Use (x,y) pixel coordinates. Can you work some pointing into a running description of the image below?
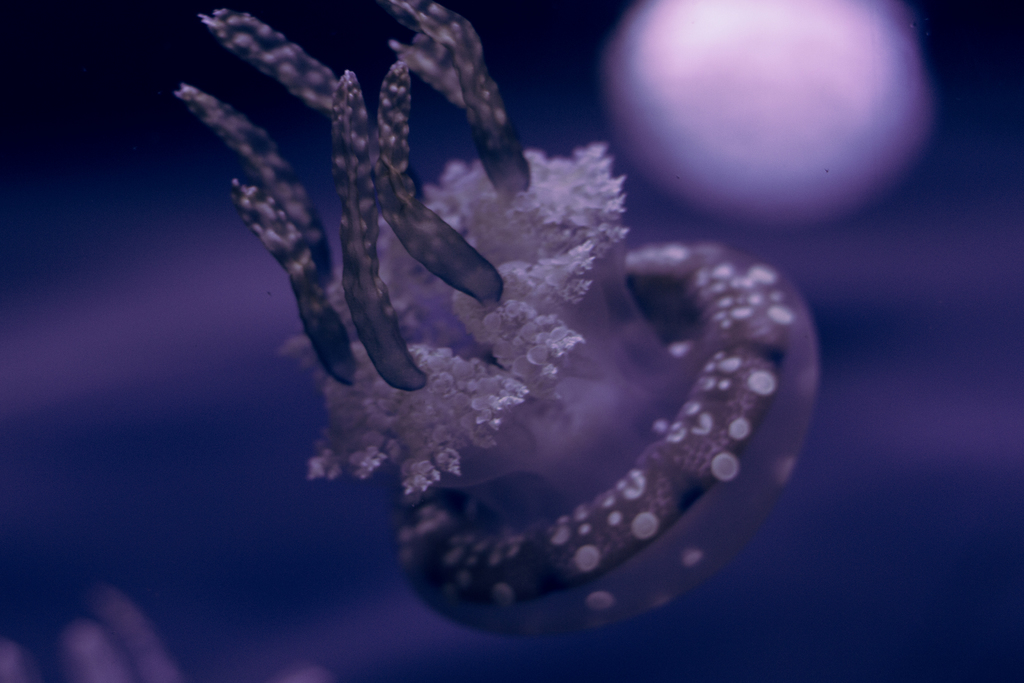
In the picture I can see an object (541,419) and the background (155,311) is in violet color.
